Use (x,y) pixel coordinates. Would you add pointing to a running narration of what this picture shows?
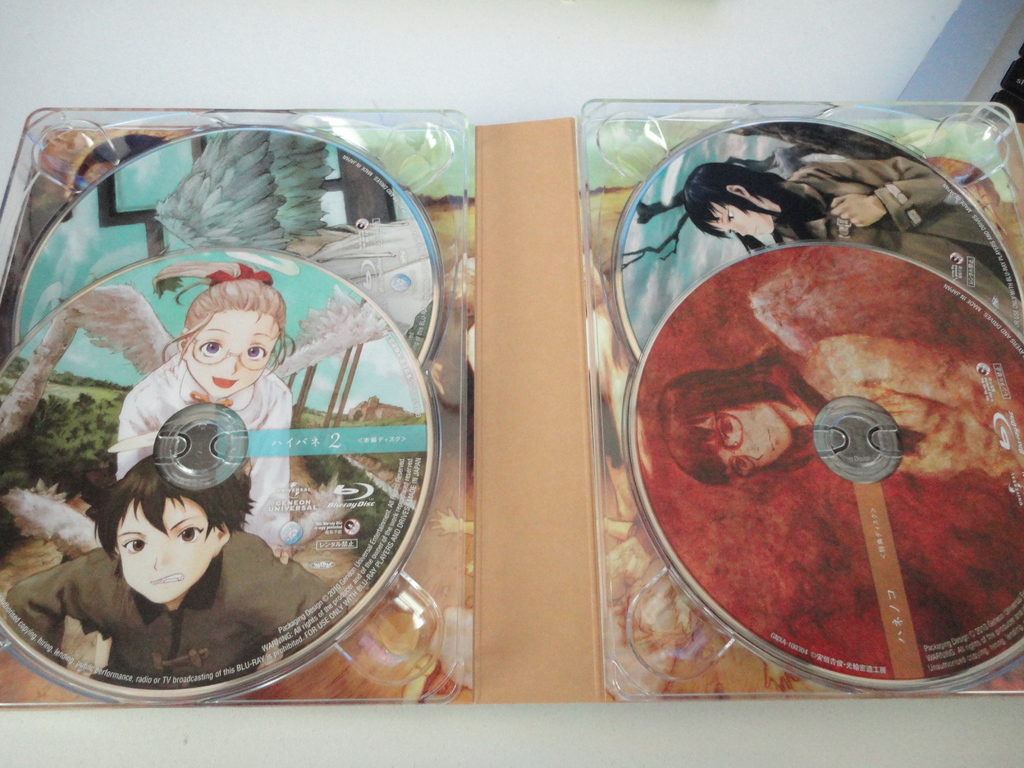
In this image I can see few disks (317,234) and on it I can see depiction pictures (856,232) of people (869,237).
